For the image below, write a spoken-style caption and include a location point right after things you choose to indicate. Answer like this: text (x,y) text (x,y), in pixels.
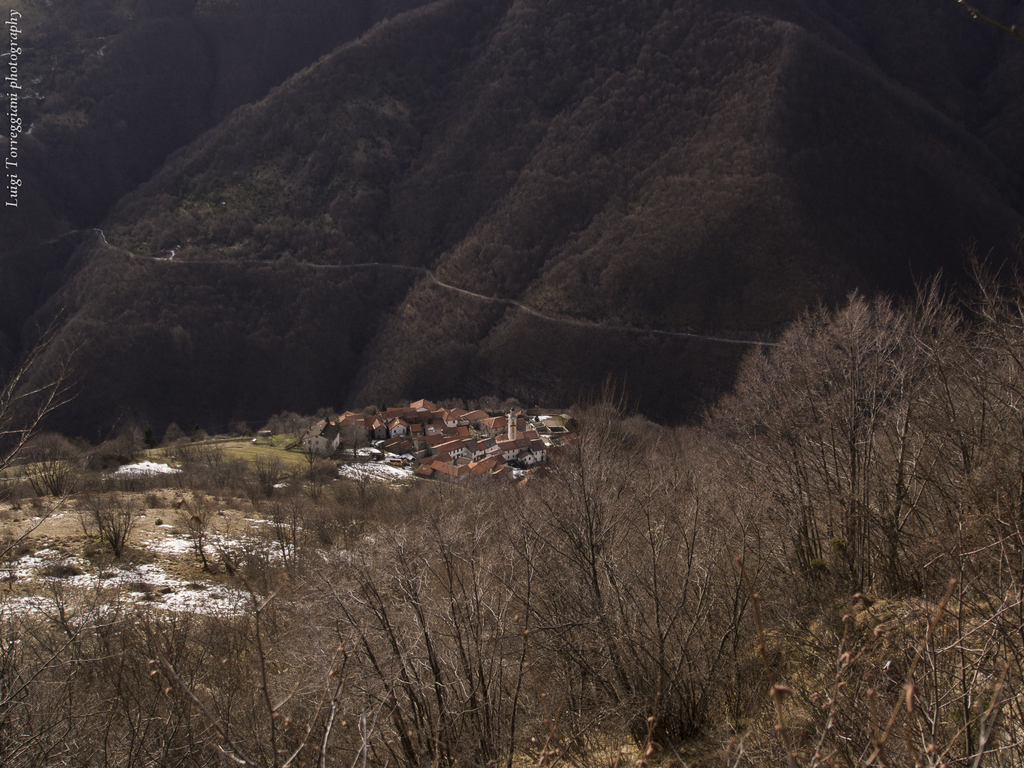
In this image in the front (488,506) there are dry trees (428,569). In the center (435,419) there are houses (411,417). In the background (360,139) there are mountains (543,108) and there is a grass (168,518) in the center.
